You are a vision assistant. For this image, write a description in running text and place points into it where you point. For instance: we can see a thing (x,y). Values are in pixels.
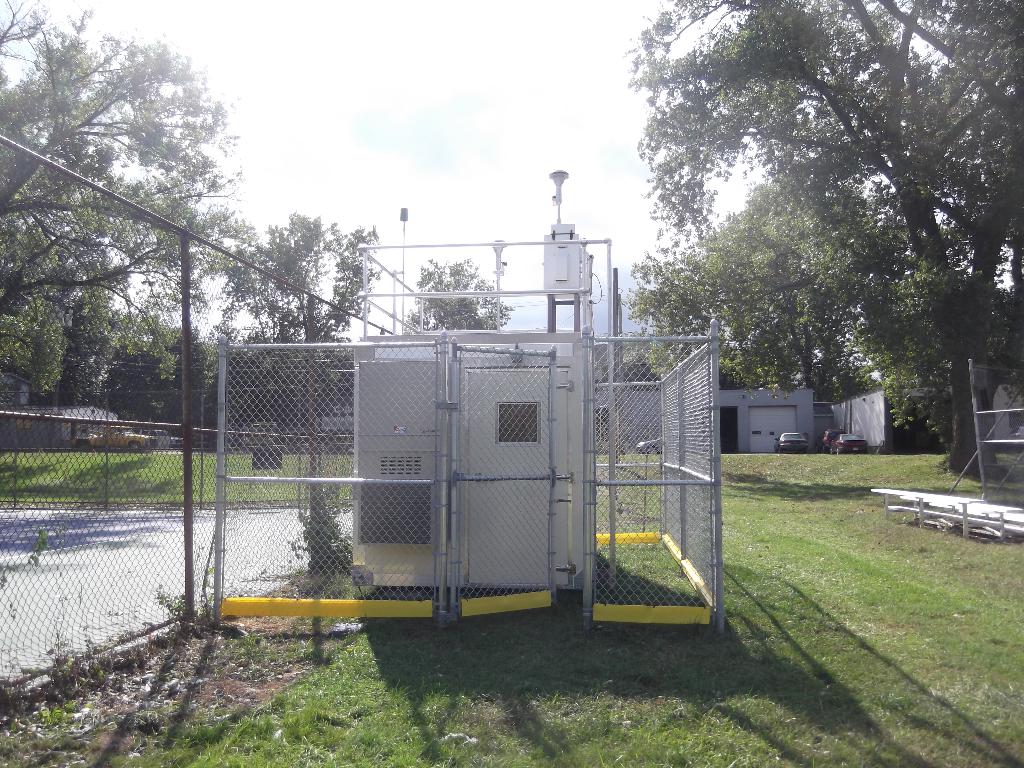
In this picture we can see mesh (481,436), door (489,426), wall (568,425), fence (443,348), grass (776,675), poles (406,326) and objects (1011,529). In the background of the image (316,235) we can see shelters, trees (110,276), vehicles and sky (480,125).
